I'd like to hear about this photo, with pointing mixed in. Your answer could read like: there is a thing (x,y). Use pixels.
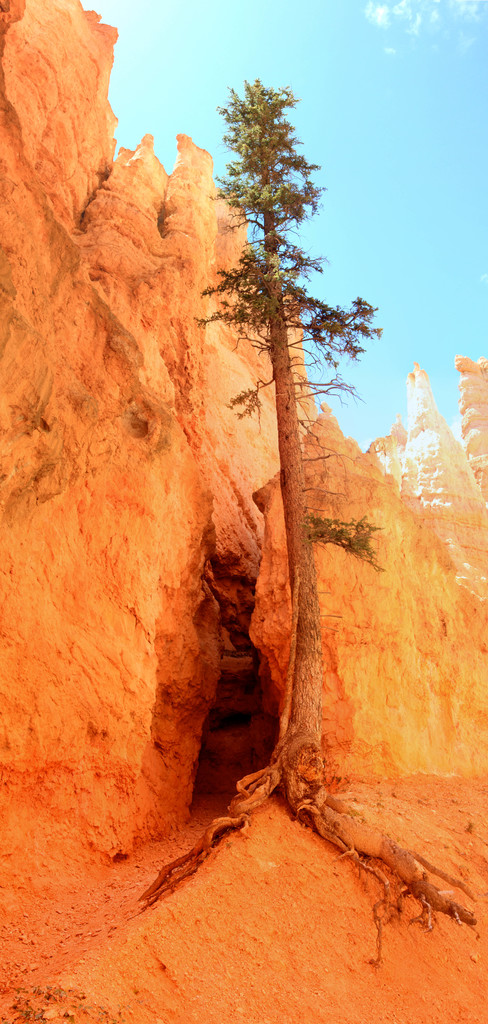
In this picture we can see a tree (243,806) on the ground (241,923), cliff (258,541) and in the background (383,132) we can see the sky (348,91).
